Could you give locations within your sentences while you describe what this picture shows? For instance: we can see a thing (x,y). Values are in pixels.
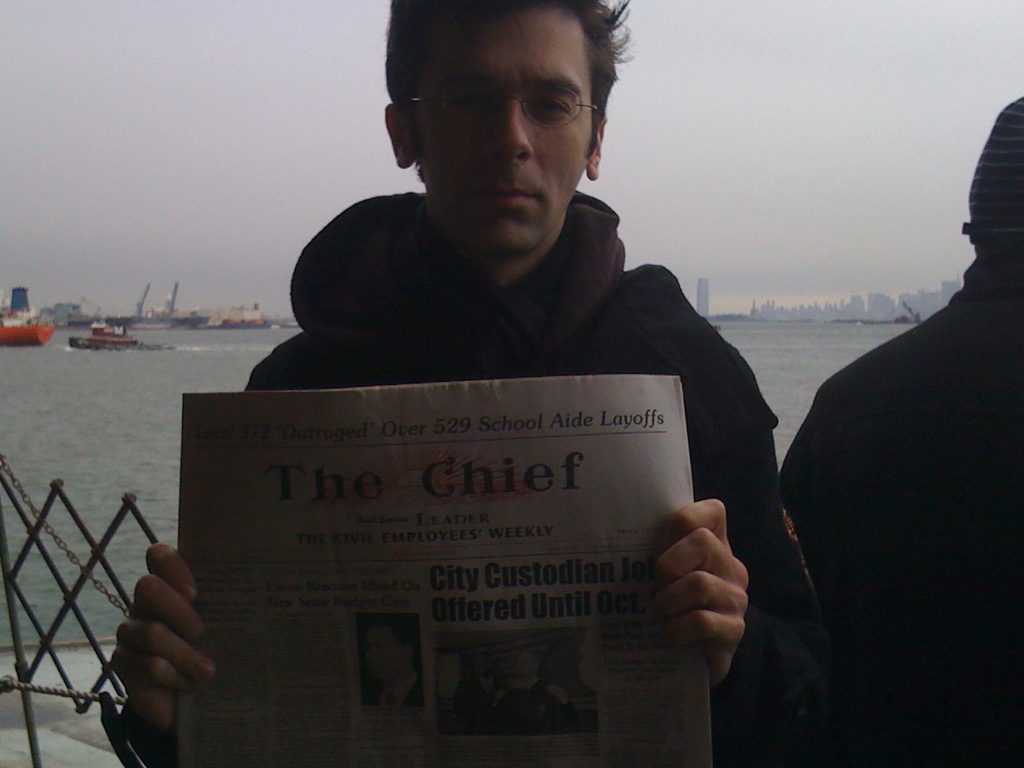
In the foreground of the image (609,352) a person (730,459) is standing holding a newspaper (275,564). Beside him a person (925,438) is there. In the background (146,543) there is boundary (92,545), water body (61,340). On the water body (135,552) there are few ships (96,344). In the background (762,302) there are buildings (882,302) and sky (632,222).
